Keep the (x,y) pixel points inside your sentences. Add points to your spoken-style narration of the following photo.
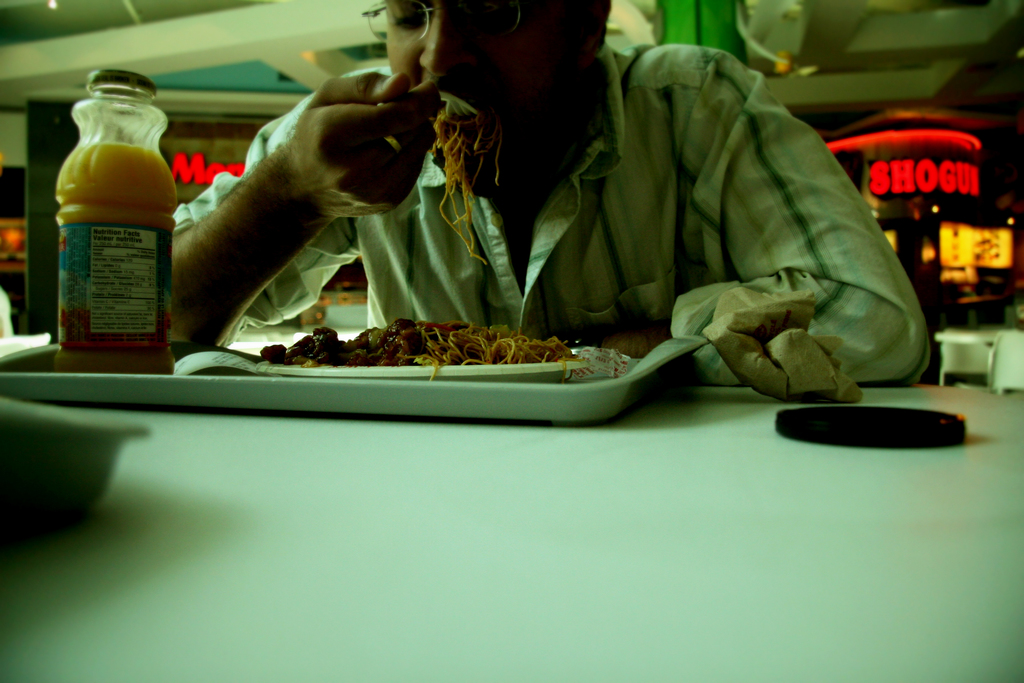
This picture shows a man (675,158) seated and taking food (404,319) and we see a juice bottle (104,357) on the table (763,464).
